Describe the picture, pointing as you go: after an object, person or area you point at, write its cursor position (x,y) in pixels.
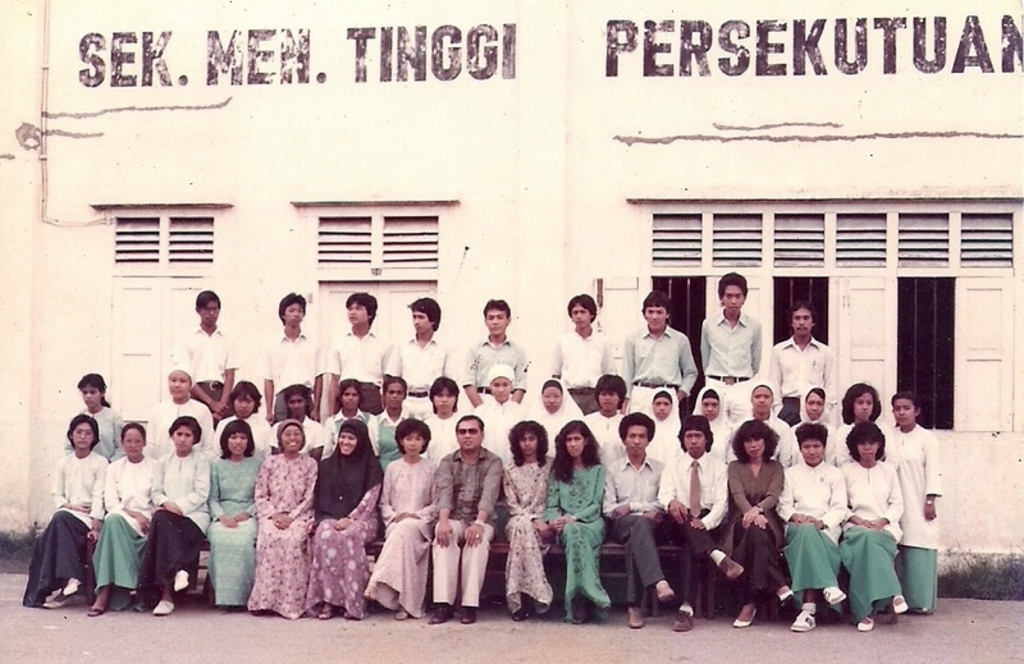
In this image we can see some persons (506,478) sitting on the benches (616,565) and some persons (637,344) standing on behind them. In the background (642,158) we can see buildings (641,165), windows (719,257), pipelines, ground (666,660) and grass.
